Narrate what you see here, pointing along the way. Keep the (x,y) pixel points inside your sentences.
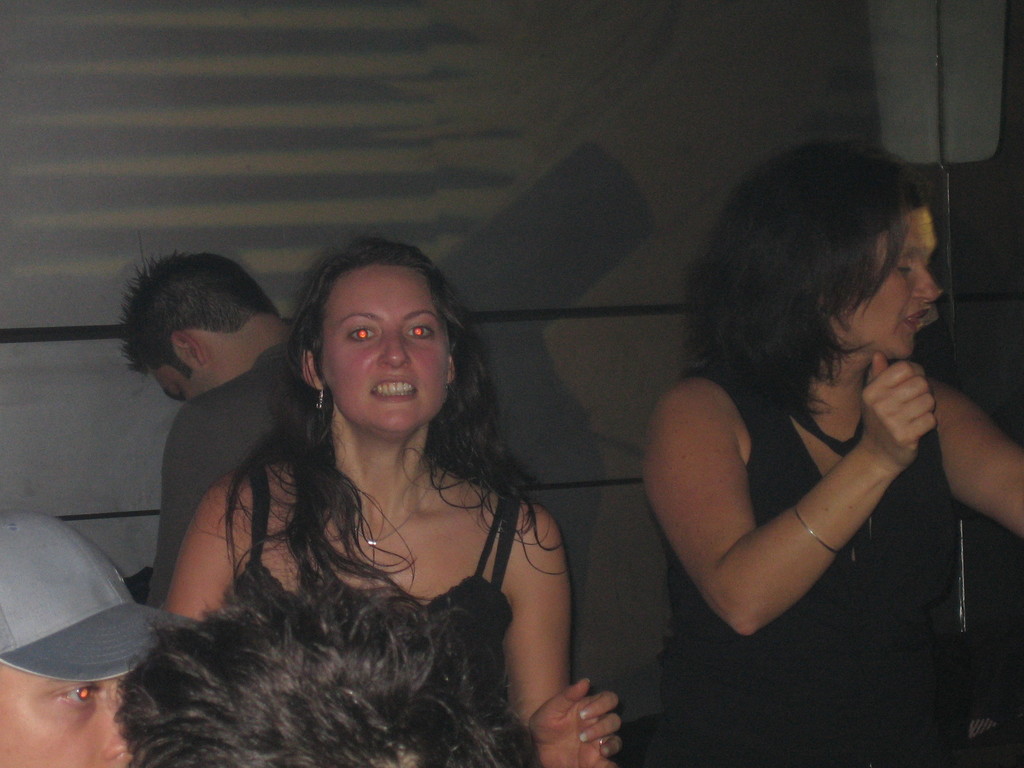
In the middle of the picture (439,360), we see two women (715,440). Behind them, we see a man (148,291). At the bottom (279,673), we see the hair (138,669) of the person (441,727) and the man (77,651) is wearing a grey cap (65,621). In the background (552,178), we see a white wall (599,239). On the right side (957,12), we see the stand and a board (1001,101) in white color.
